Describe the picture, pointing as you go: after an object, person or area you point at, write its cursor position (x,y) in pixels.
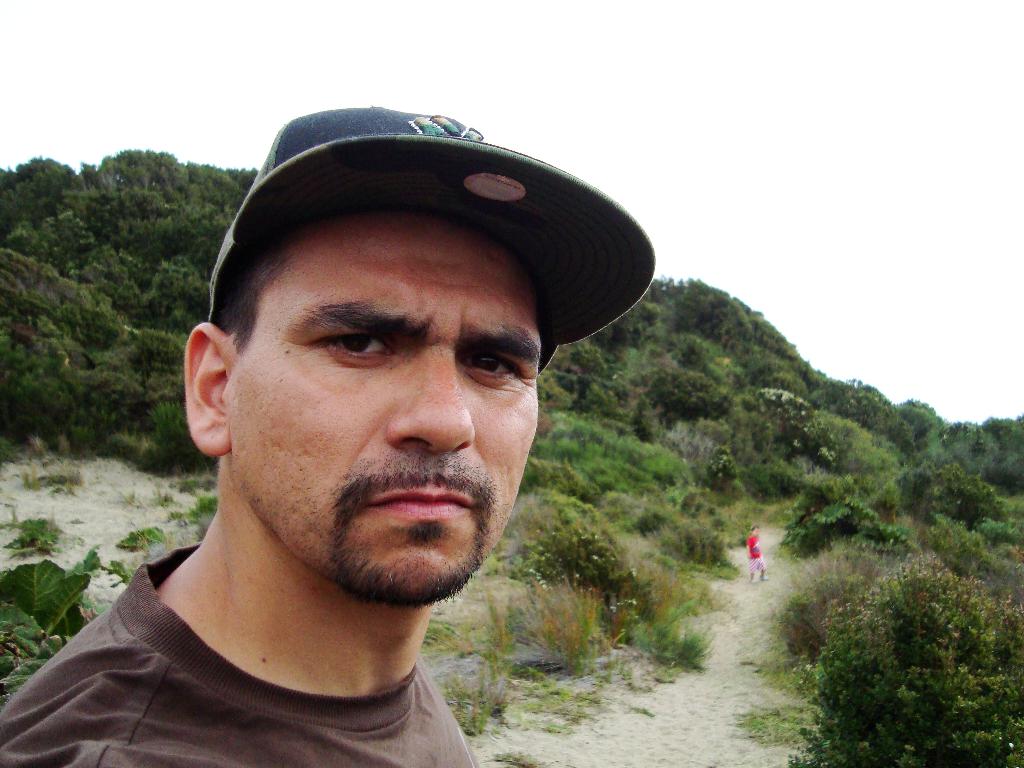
In this picture there is a person (408,224) wearing cap (417,124) is in the left corner (307,728) and there is a kid (752,555) standing at some distance beside him and there are few plants (901,558) and trees (659,382) on either sides of them.
